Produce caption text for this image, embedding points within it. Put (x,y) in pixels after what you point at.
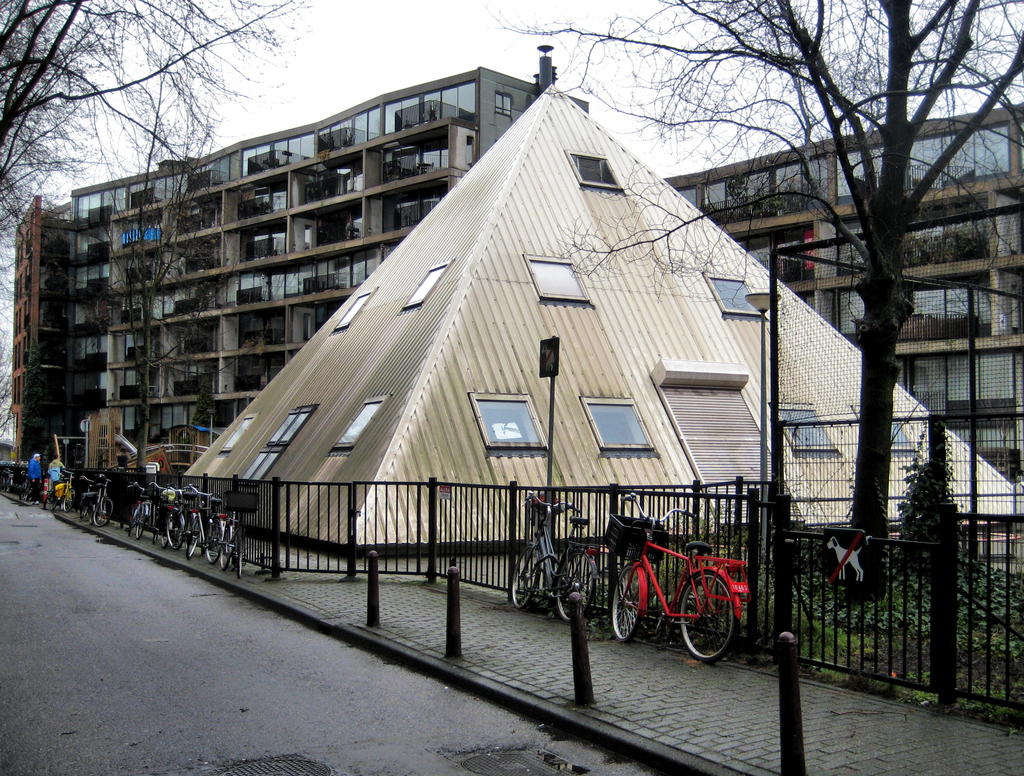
In this image, we can see an architecture (650,398) and there is also a fencing (696,488) and there are some bicycles (641,563) which are parked in front of the fence (202,482). There are also some poles (790,732) and there is a road (225,765) and there are some trees (940,46) and we can also see the sky (779,139).
